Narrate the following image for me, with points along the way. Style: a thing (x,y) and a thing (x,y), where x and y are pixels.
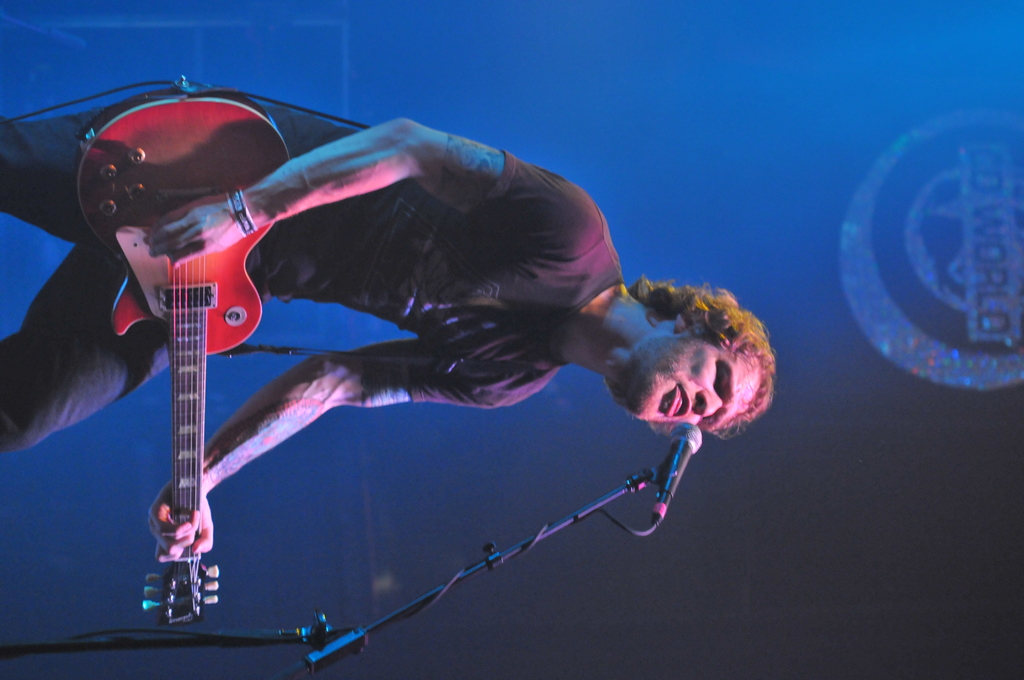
In this image, we can see a person (353,250) playing a musical instrument (200,366). We can also see a microphone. We can see the background (1007,323) with some text (1014,199).
